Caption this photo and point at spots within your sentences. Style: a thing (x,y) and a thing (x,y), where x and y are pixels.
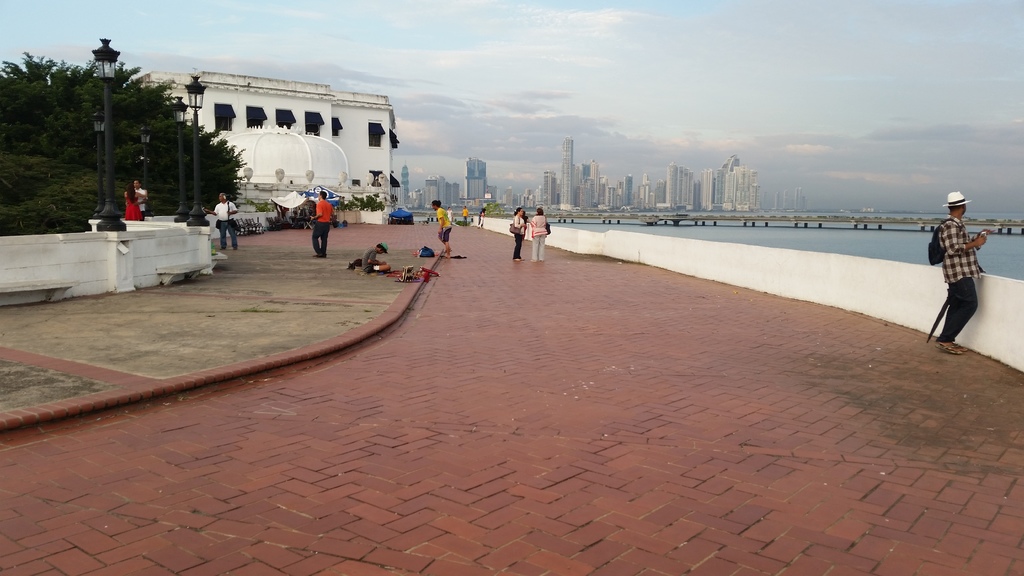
In this picture I can see group of people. I can see water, bridge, buildings (371,143), poles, lights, trees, and in the background (591,137) there is the sky (591,137).
